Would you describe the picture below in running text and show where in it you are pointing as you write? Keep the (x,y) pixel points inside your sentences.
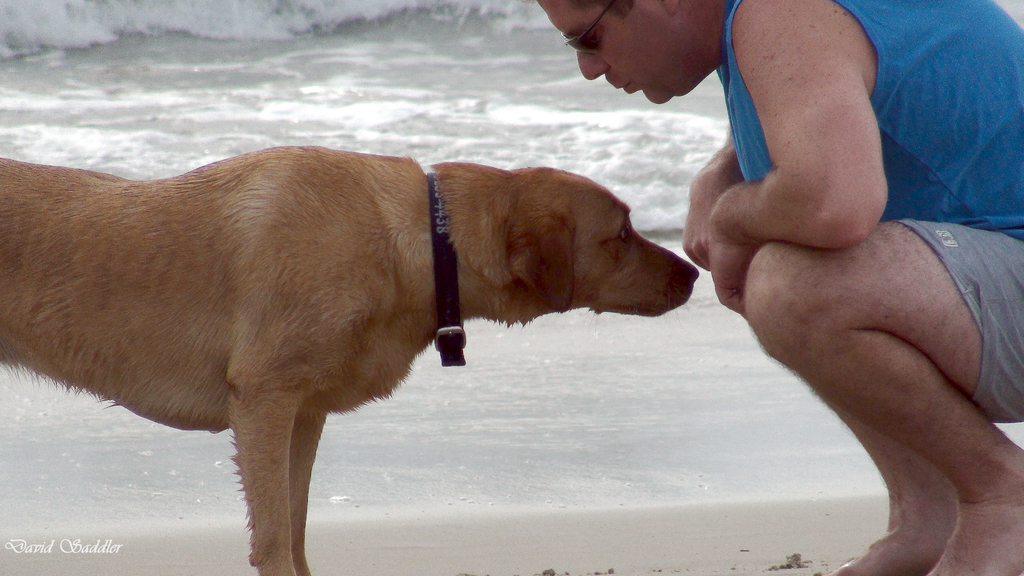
In this image I can see a person (776,117) is in front of the dog (329,348). At the right (709,124) to the person (789,112) there is a water (310,102).
